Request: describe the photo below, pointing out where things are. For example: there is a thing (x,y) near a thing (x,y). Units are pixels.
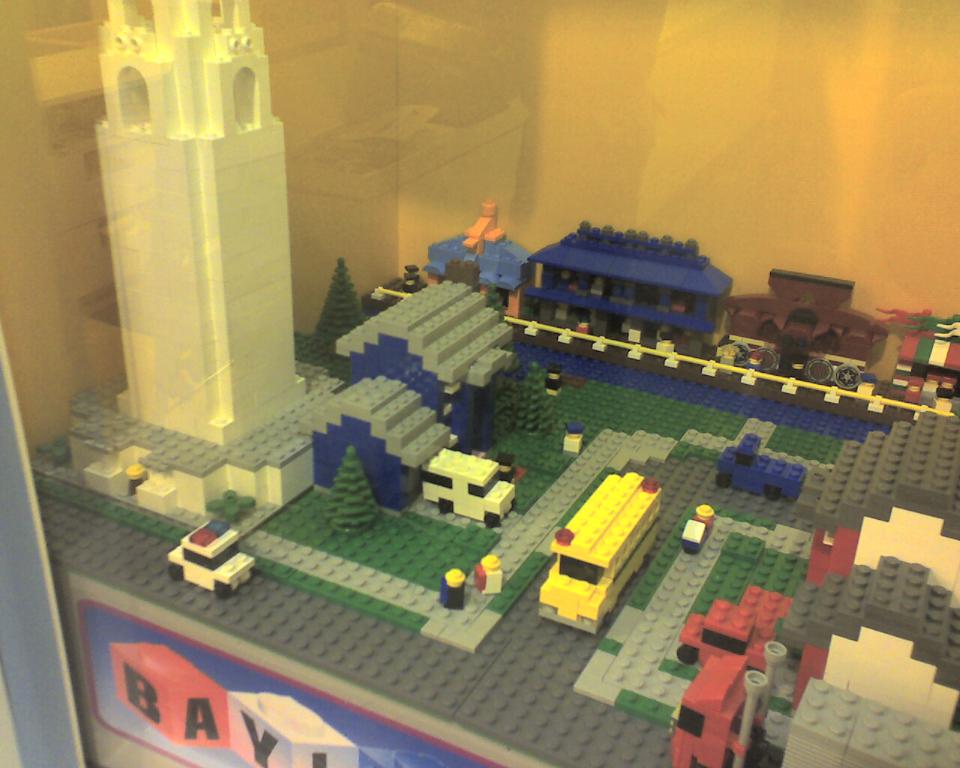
In the foreground of this picture (332,746) we can see a Lego (63,528) containing stairs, tower (168,254), buildings (619,312), vehicles (631,512) and some other objects (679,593) and we can see the text (194,734) on the Lego (295,722). In the background (654,103) we can see an object (484,99) seems to be the wall (536,112).
